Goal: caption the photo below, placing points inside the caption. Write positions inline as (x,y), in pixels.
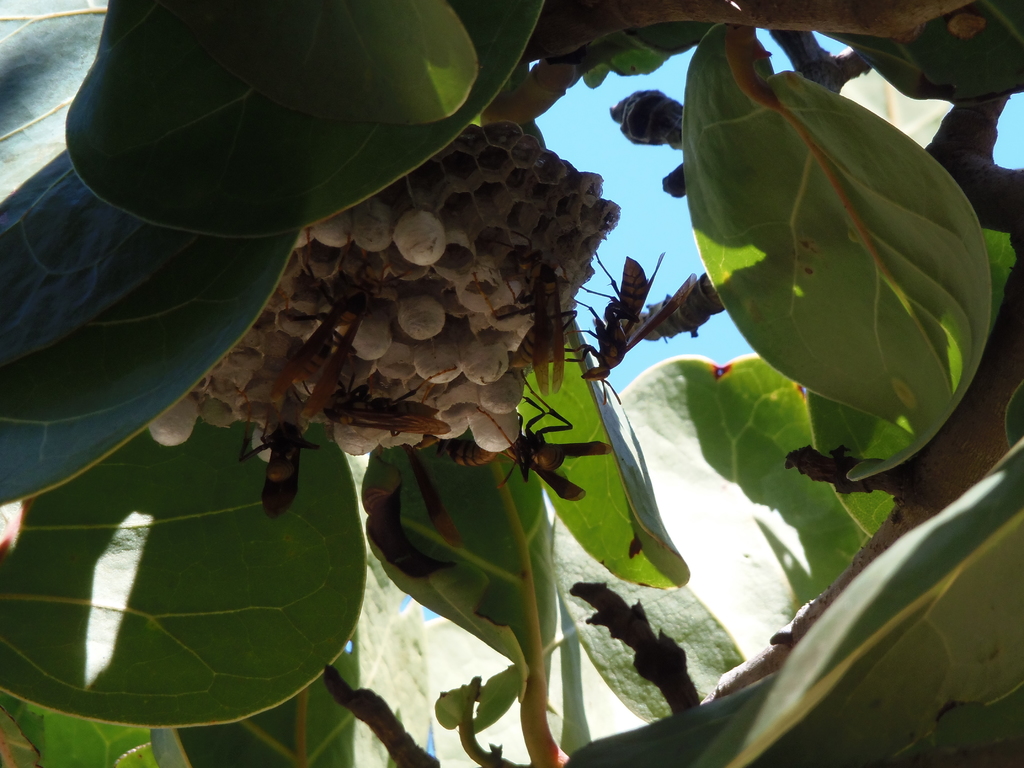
This picture contains a tree (637,641). In this picture, we see insects (550,465) which look like wasps (544,453) are on the white color balls (408,235). In the background (580,134), we see the sky (610,142), which is blue in color.
